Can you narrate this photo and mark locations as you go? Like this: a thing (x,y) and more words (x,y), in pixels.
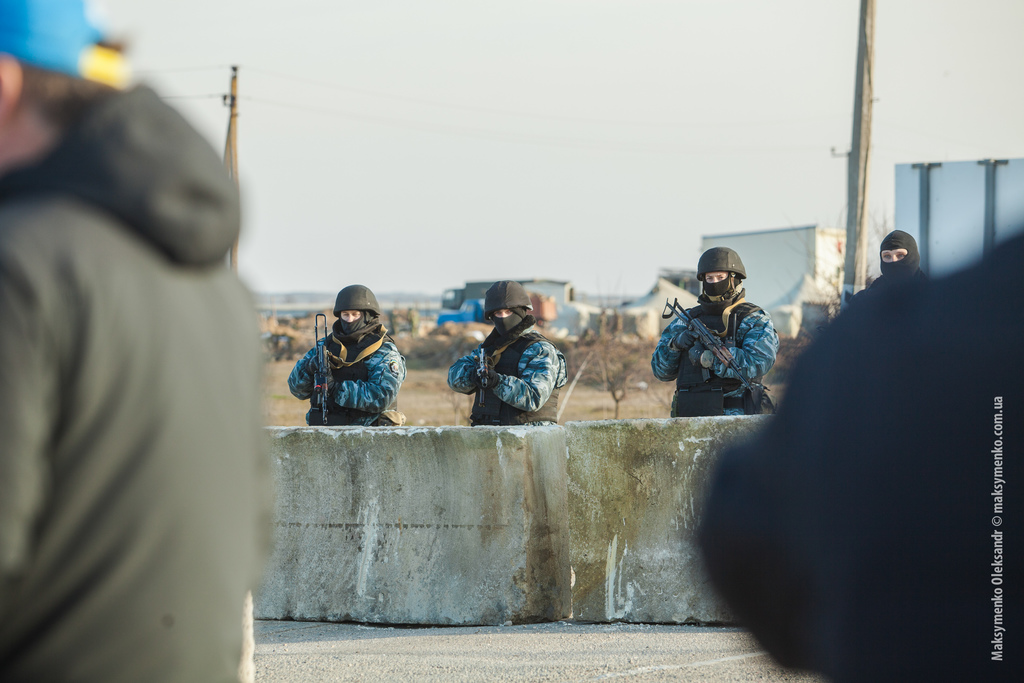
In this image we can see the people (691,336) wearing the uniforms (366,341) and also the helmets (520,285) and holding the weapons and standing. We can also see a man (71,393) on the left (163,528). We can see the barrier (654,463), road (680,637), electrical poles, wires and also the sky (366,76) in the background (384,146). On the right (1001,614) we can see the text (999,517).
